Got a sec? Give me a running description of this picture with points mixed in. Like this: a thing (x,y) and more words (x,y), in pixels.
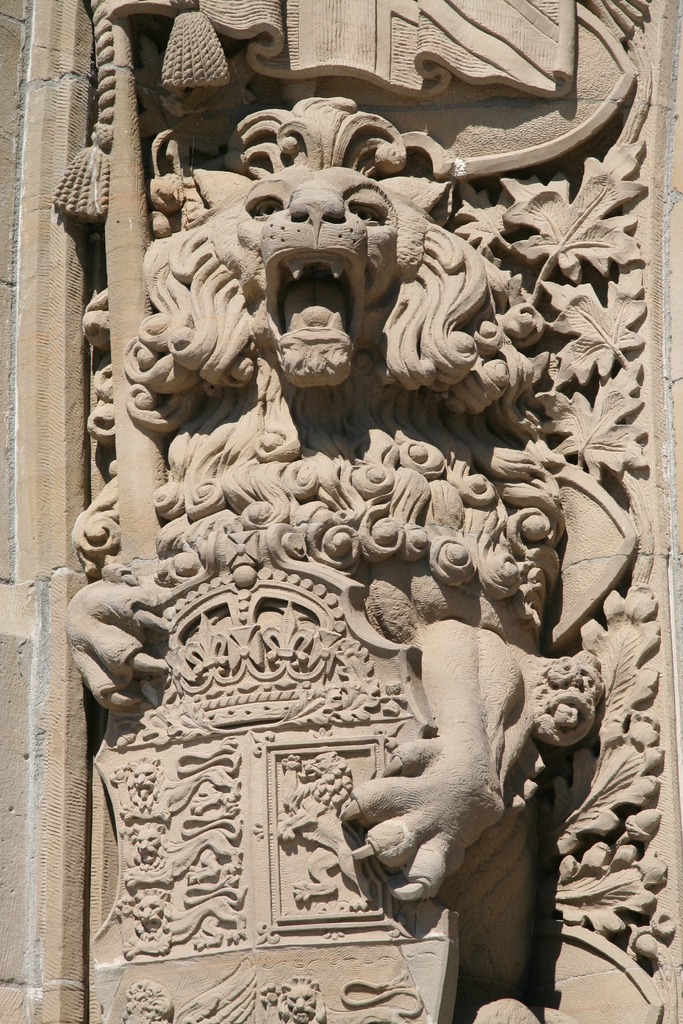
In this picture we can see a sculpture (344,463).
